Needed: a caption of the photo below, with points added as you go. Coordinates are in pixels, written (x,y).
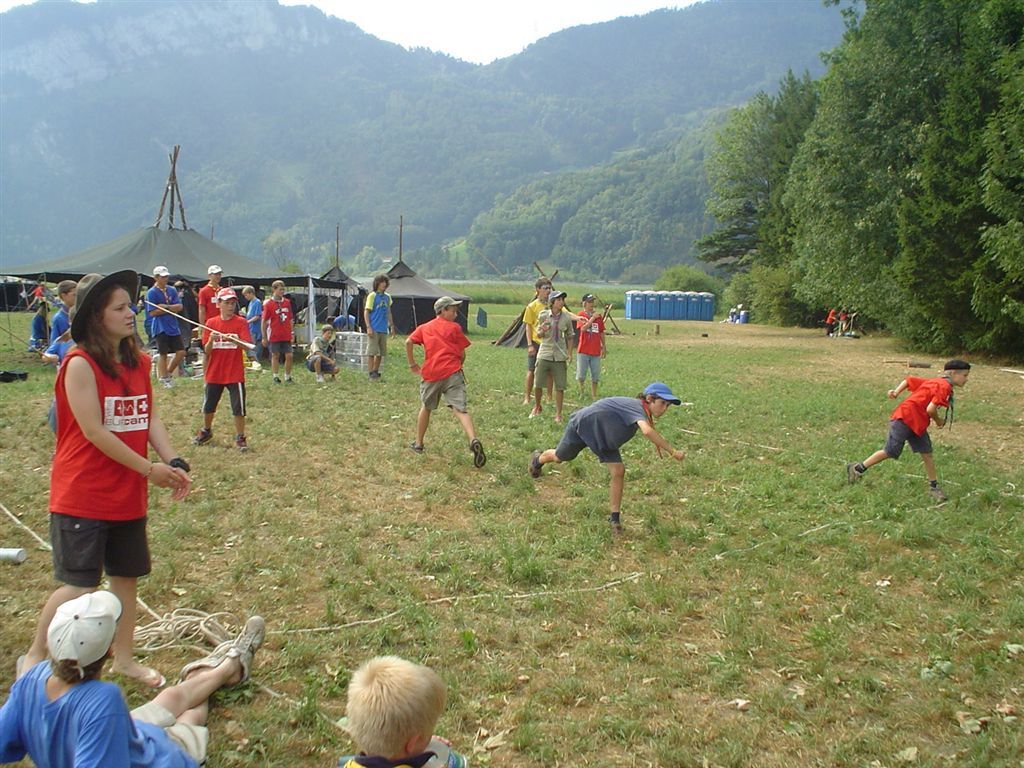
In this image I can see the grass (629,635). I can see some people (95,630). In the background (174,259), I can see the tents (295,279) and the trees (487,233).
